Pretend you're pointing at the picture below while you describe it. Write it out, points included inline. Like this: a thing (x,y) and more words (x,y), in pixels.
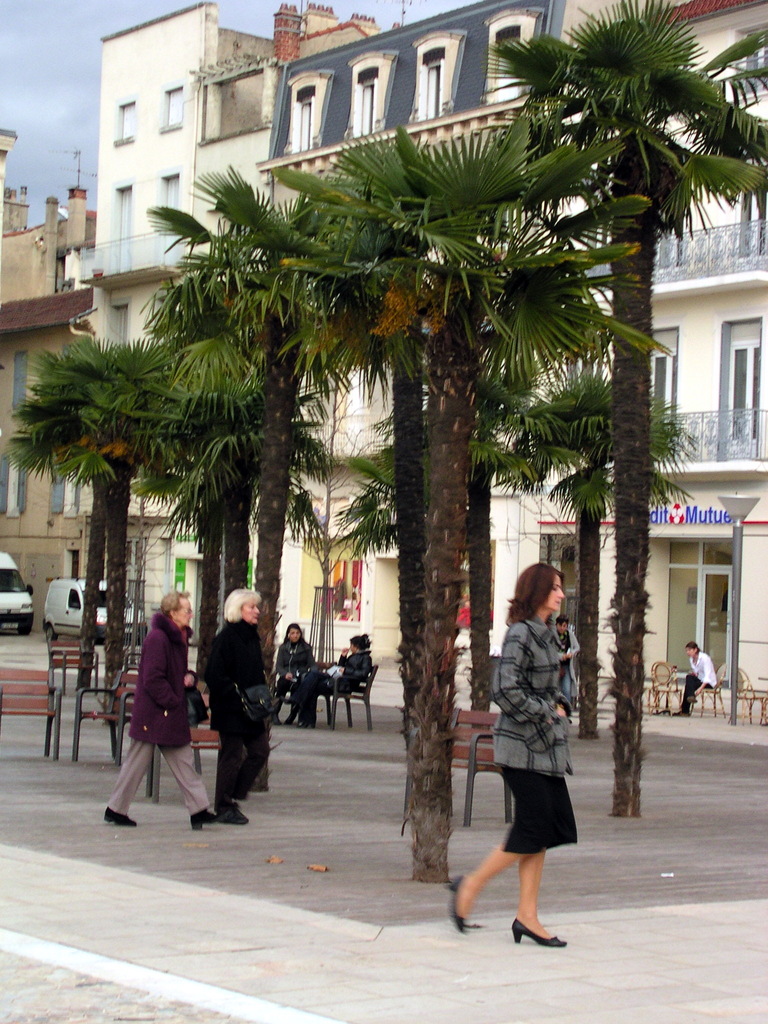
There are persons (522,878) in different color dresses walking on the footpath (393,711) on which, there are trees (594,714) and there are persons (704,675) sitting on chairs (714,693). In the background (0,545), there are vehicles (21,625) parked, buildings (362,440) and there is sky (46,119).
